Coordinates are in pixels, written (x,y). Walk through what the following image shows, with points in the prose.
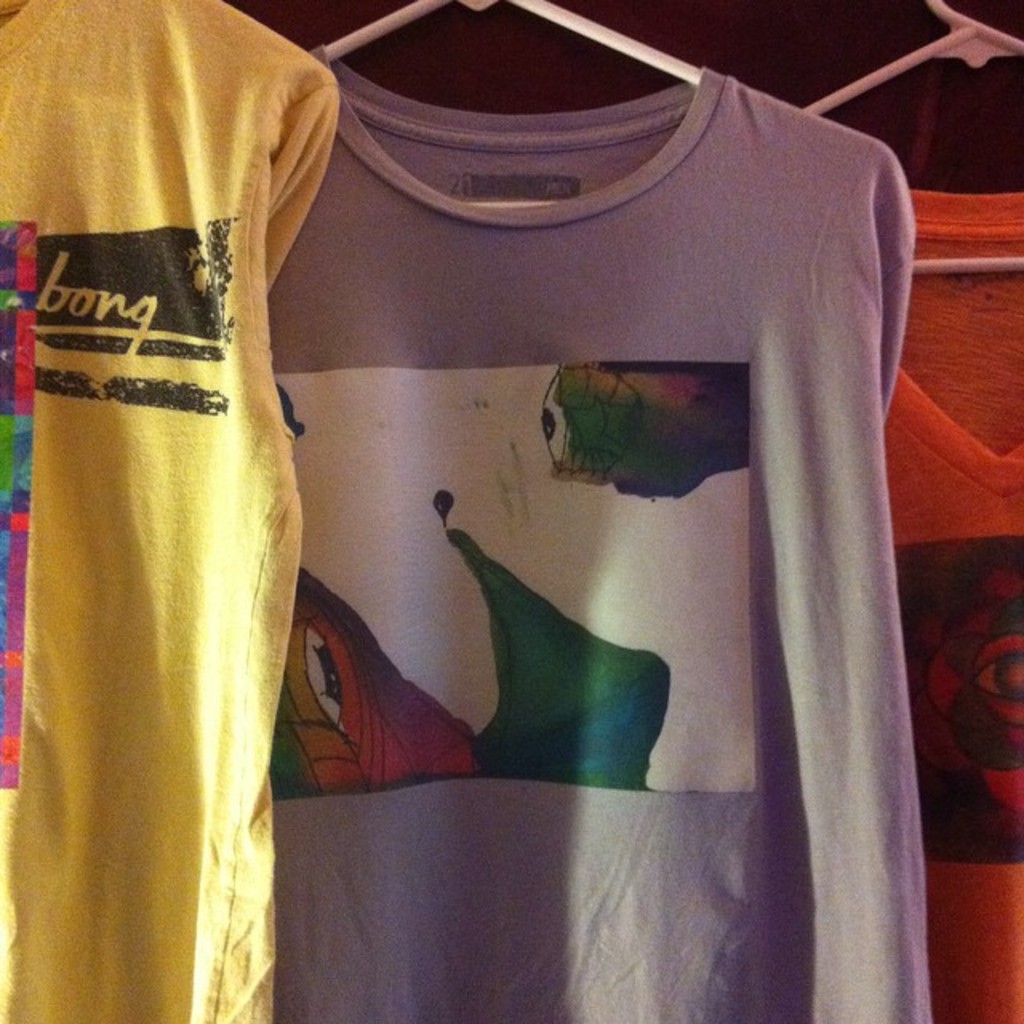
In this image we can see clothes (775,530) and hangers (608,42) to the wall (758,77).
